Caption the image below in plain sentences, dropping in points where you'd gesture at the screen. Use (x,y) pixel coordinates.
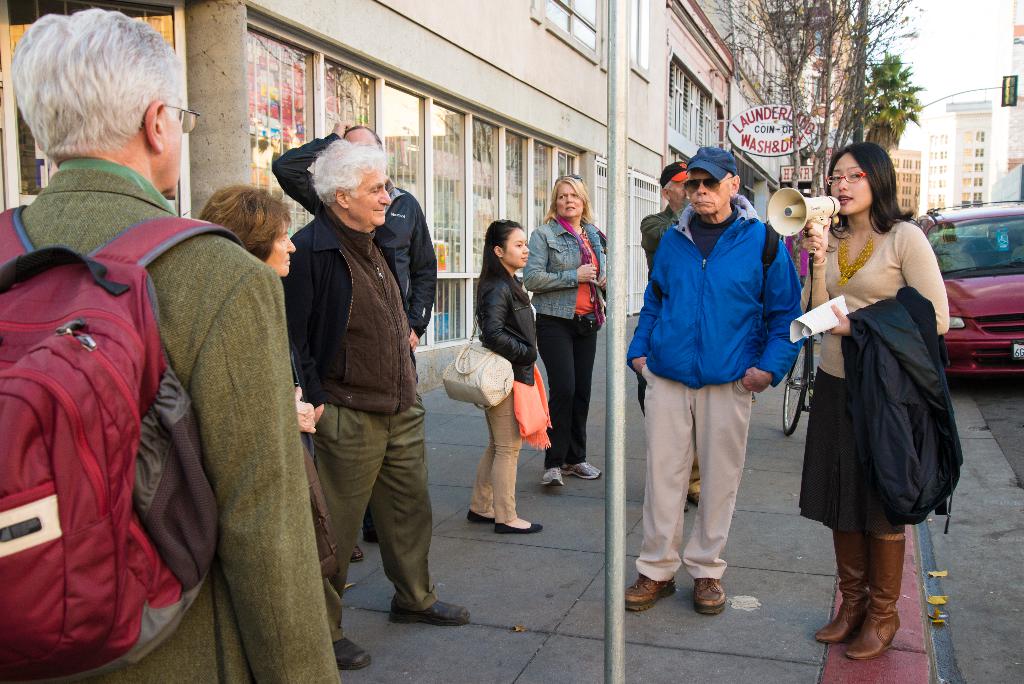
In this image, we can see a group of people (939,293) are standing on the walkway (761,646). Few are wearing bags (63,528). On the right side of the image (877,408), a woman (876,272) is holding loudspeaker (824,206) and some object (820,310). In the middle of the image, there is a pole (610,561). Background (585,21) we can see buildings (635,136), walls (640,134), windows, glass objects (546,155), banner (763,149), trees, vehicles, sky (937,54) and rod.
